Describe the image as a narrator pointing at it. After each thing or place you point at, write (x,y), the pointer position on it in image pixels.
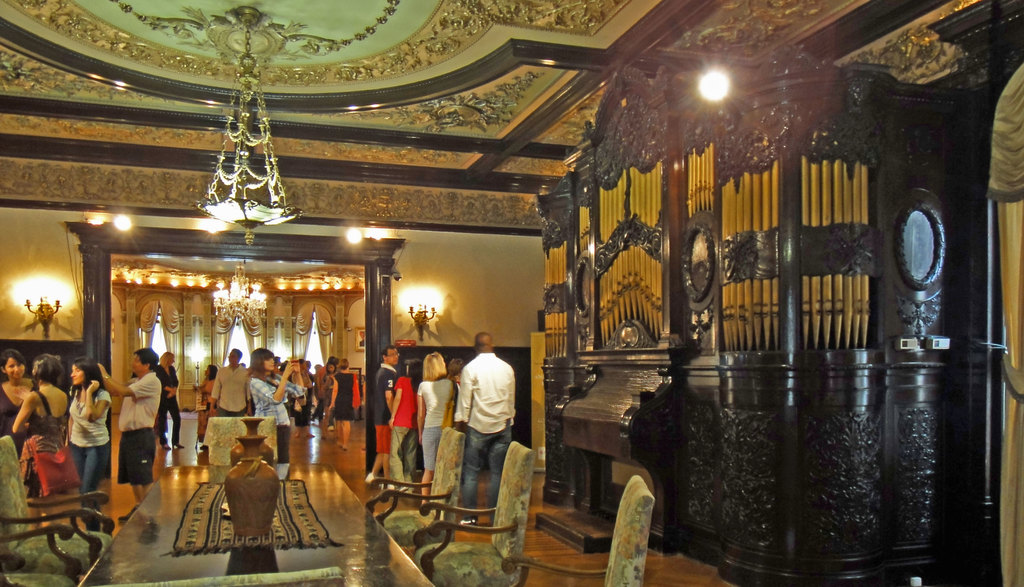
In this image in the center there is a table (309,557), on the table (322,555) there are objects (251,468) which are brown in colour and there are empty chairs (495,566). In the background (101,426) there are persons (258,393) standing. On the right side (729,346) there is a pipe organ (758,282) and there are chandeliers (241,191) hanging. There are curtains (257,333) in the background (249,345) and on the wall (437,289) there are lights (408,304).
